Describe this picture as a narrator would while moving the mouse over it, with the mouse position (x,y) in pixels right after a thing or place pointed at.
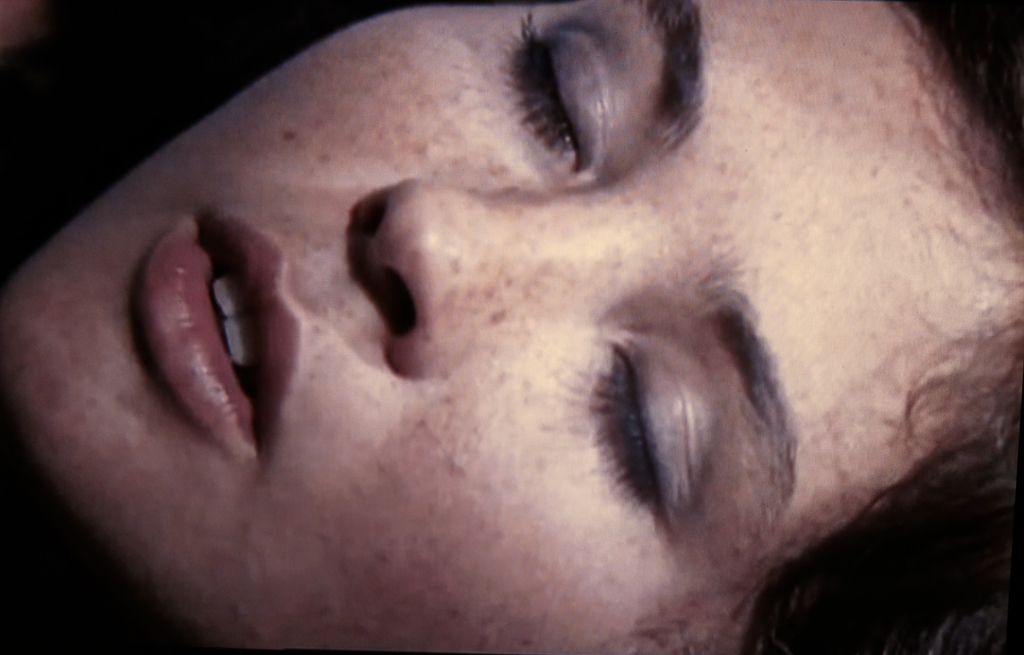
In this image we can see a person's face (678,425) with eyes (584,90) closed.
